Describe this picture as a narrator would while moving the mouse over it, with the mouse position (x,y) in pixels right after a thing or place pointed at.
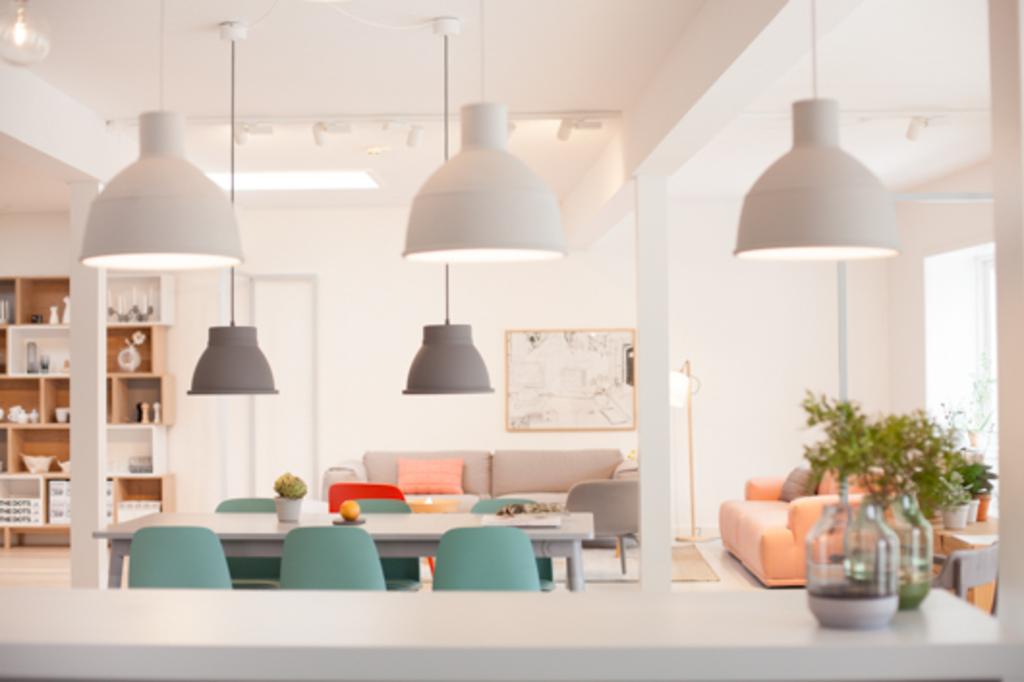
In this image we can see a sofa (473,488) and pillows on it, in front (573,579) here is the table (480,524), and flower pot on it, there are chairs (343,587) on the floor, at back (131,293) there are some objects (20,414) in the rack (115,349), at above there are lights (550,222), there is a wall (487,288) and a photo frame (575,355) on it.
